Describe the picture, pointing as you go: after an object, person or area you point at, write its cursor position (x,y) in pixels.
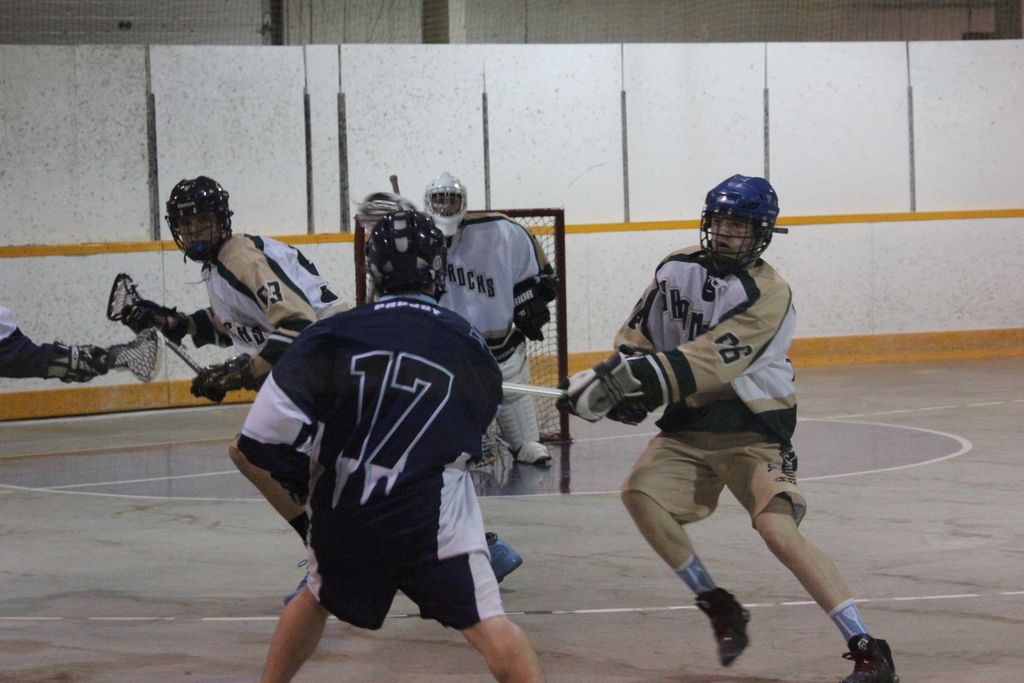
In this image in the center (522,278) there are some people (462,419) who are wearing helmets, and holding sticks (196,367) it seems that they are playing. And at the bottom (122,589) there is floor (909,454), in the background (534,348) there is net (550,342).
